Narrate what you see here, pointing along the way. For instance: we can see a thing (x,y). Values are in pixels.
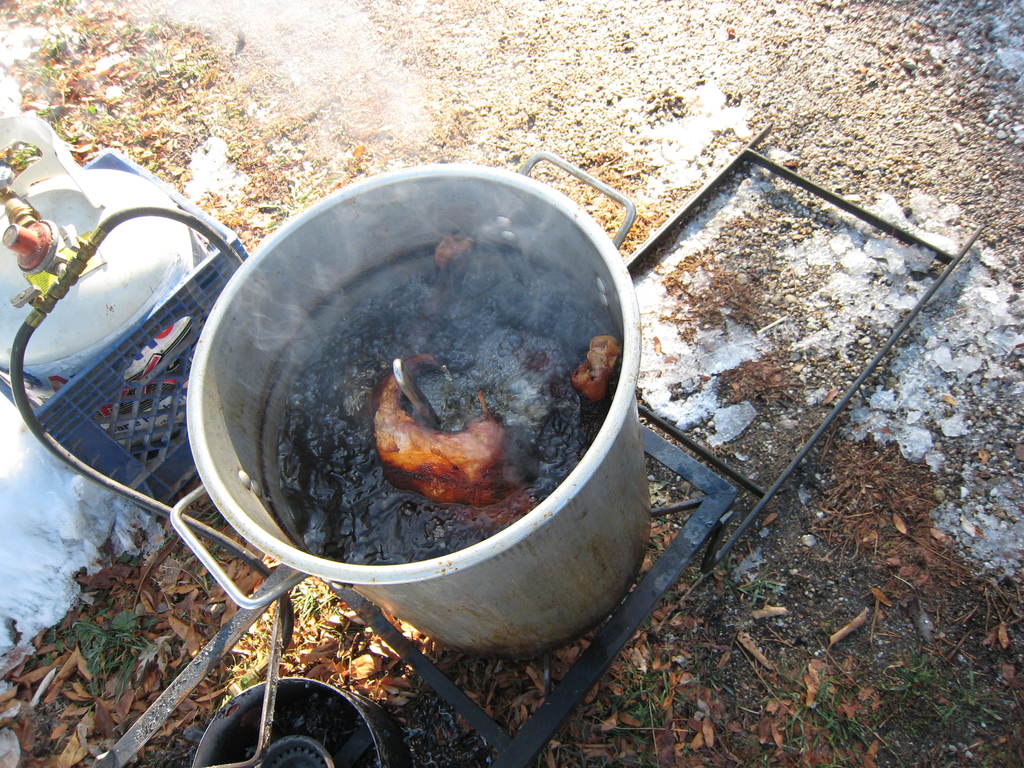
In this image in the center (639,431) there is one container (620,426), and in the container (243,448) there is something. At the bottom (127,567) there are some dry leaves (848,631), and, some grass (654,716) and on the left side (107,354) there is one basket (115,362). And in the basket (115,362) there are some objects (98,195).
